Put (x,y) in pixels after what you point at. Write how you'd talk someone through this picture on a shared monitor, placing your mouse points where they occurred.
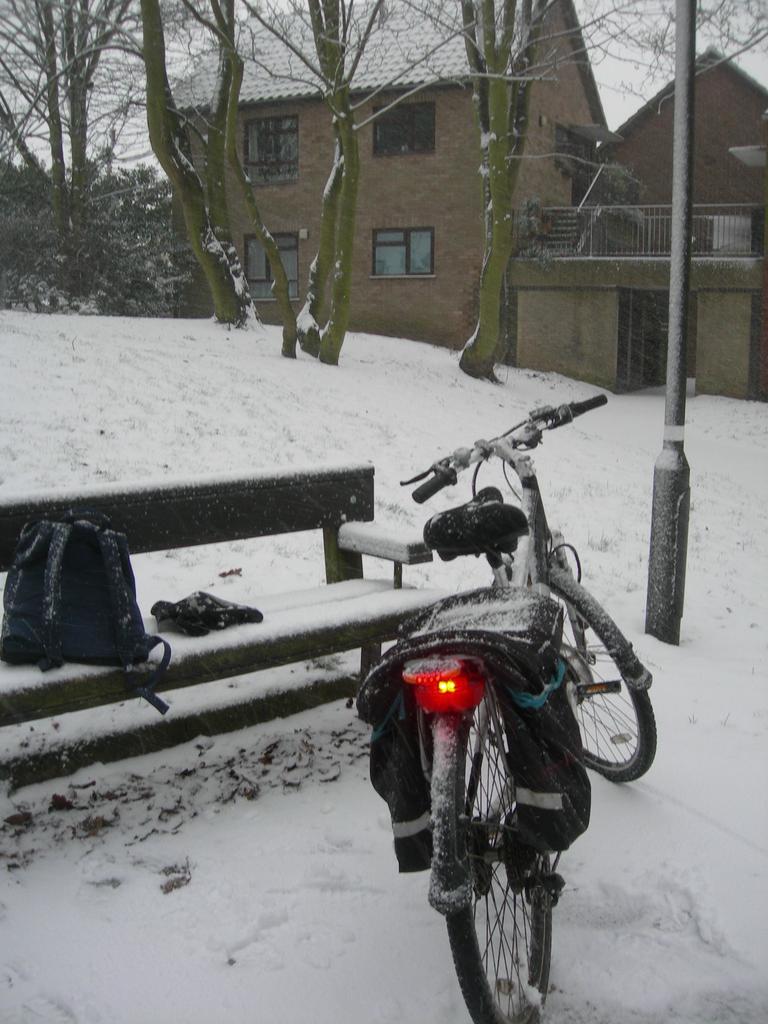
In this image, we can see trees (491,114), buildings (408,157), a pole (682,264), a cover (494,635) on the bicycle (484,694) and we can see a bag (95,594) and some objects (170,608) on the bench (187,638), which are all covered by snow (215,648). At the bottom (169,882), there is snow (361,896).
